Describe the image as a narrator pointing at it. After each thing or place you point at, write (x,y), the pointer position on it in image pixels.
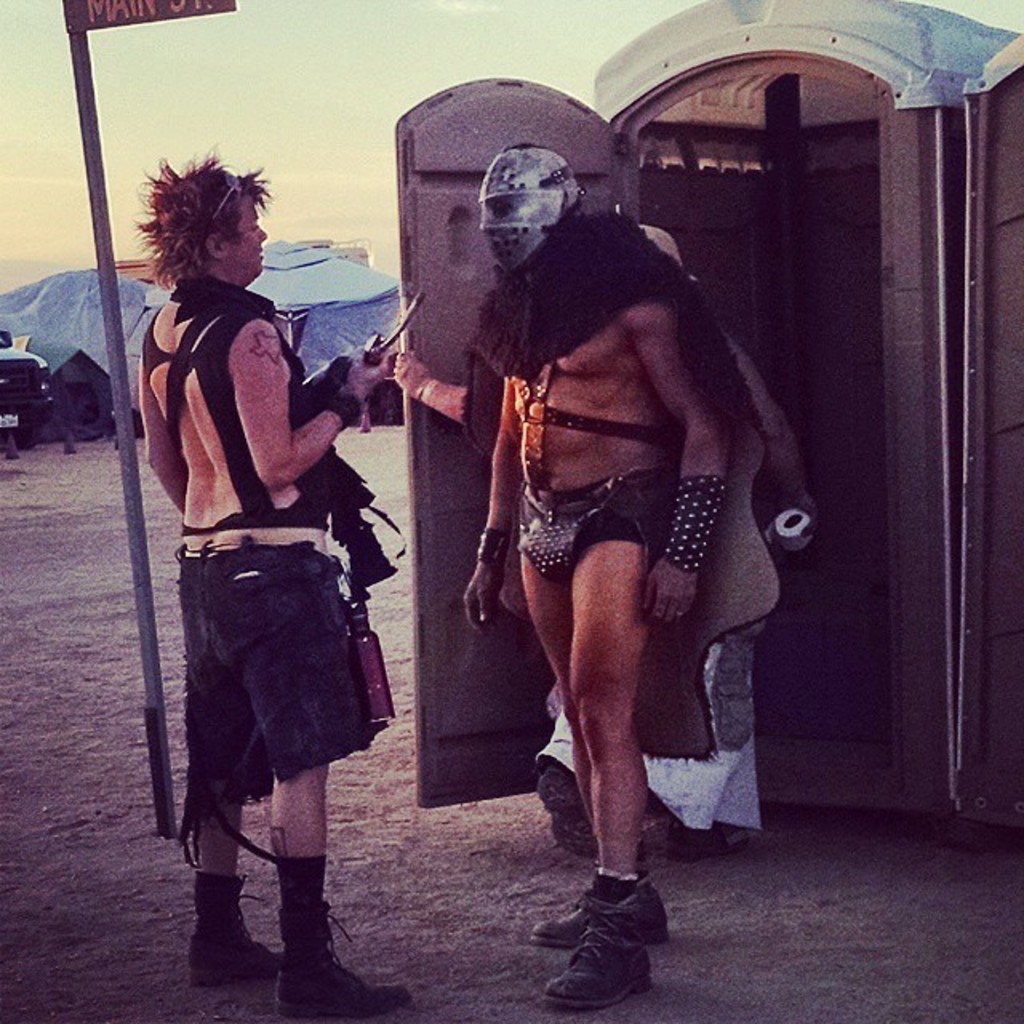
In this image we can see the two people (239,403) in different costume (610,303). and we can see one person (600,382) is wearing a face mask (553,207). And we can see the doors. And behind we can see the shelter (280,256). And beside the person (183,269) one pole (167,815) is there and some text (126,10) is written on it. And at the bottom (118,714) we can see the land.
